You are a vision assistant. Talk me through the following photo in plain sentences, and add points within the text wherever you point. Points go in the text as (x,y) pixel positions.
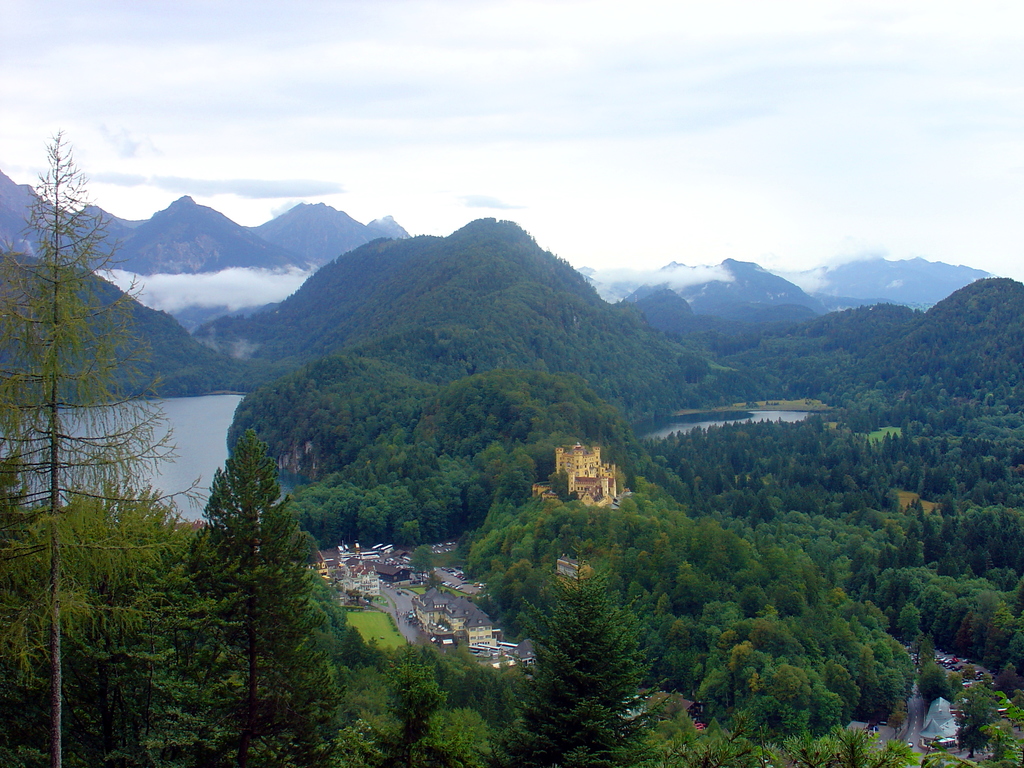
In this picture there are few trees (509,589) and buildings (374,566) and there are mountains (512,266) and water (151,432) in the background (622,386).
